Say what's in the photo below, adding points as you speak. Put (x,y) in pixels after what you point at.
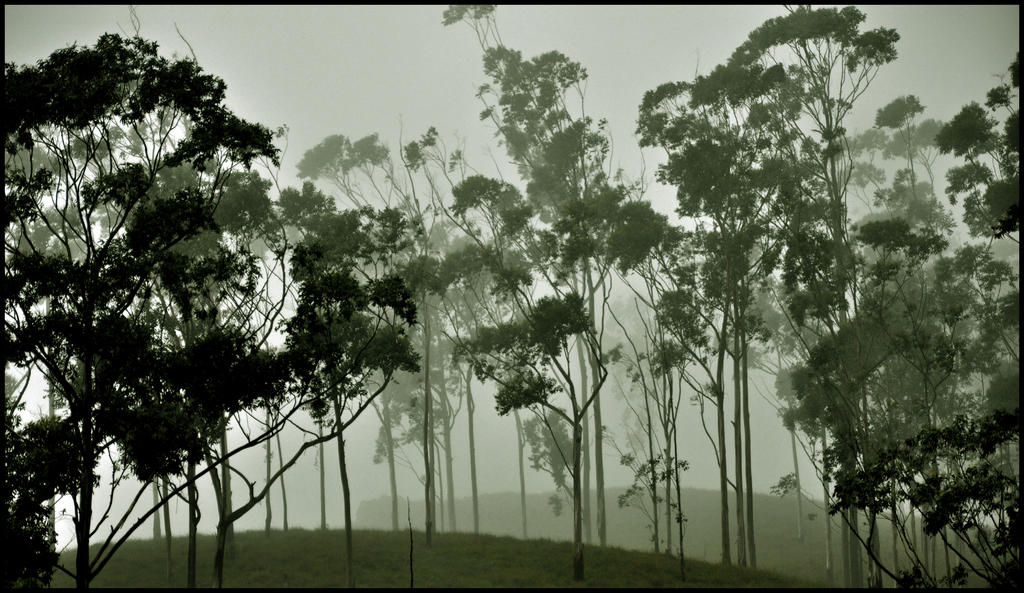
In this image I can see number of trees (970,267).
